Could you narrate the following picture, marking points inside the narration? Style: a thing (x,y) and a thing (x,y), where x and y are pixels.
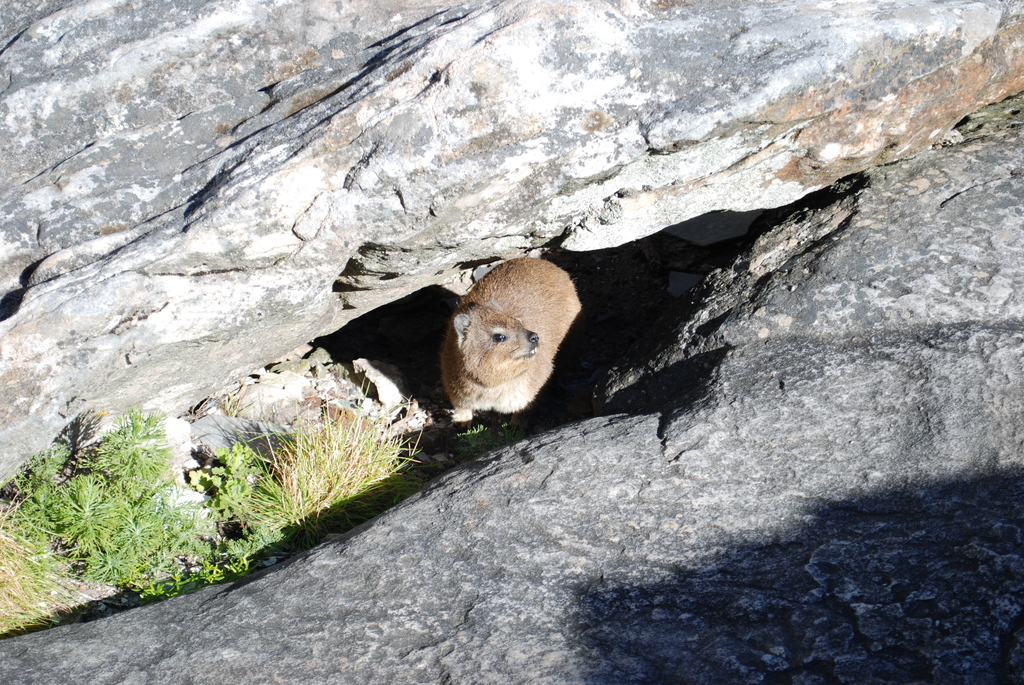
In this picture I can see an animal (476,375) in between the rocks (143,657), and there is grass (7,577).
